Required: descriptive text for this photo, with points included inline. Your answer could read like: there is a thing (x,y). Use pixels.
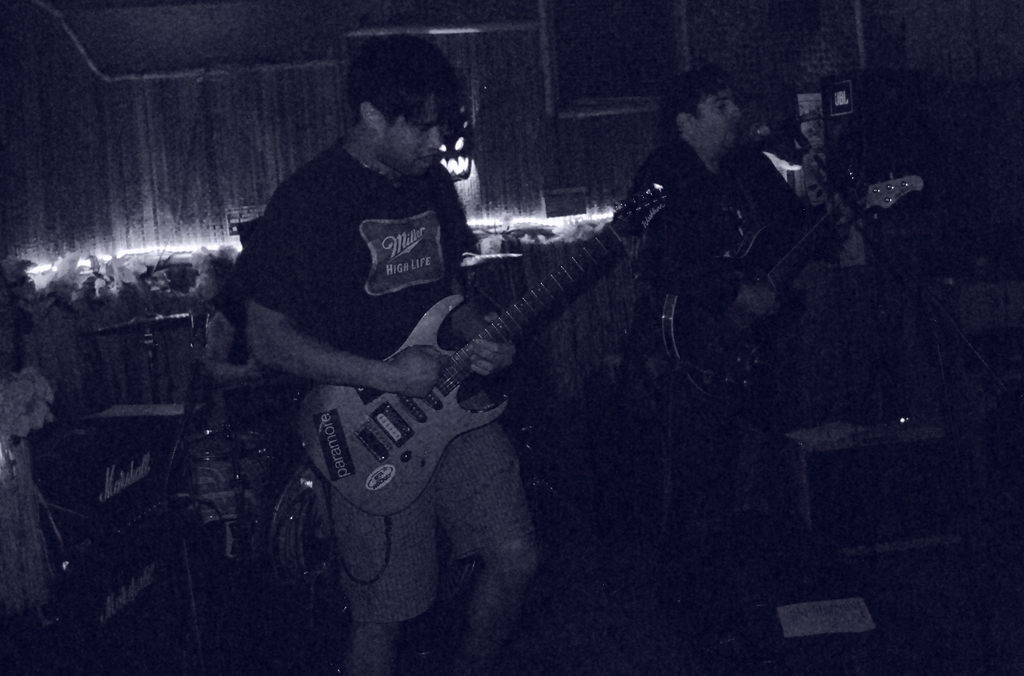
This picture describes about group of people (359,222) in the left side of the given image a man (418,286) is playing guitar (337,405) and another man (684,246) also playing guitar (777,279) in front of microphone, in the background (67,271) we can see couple of flowers (92,291) and musical instruments (174,457).
